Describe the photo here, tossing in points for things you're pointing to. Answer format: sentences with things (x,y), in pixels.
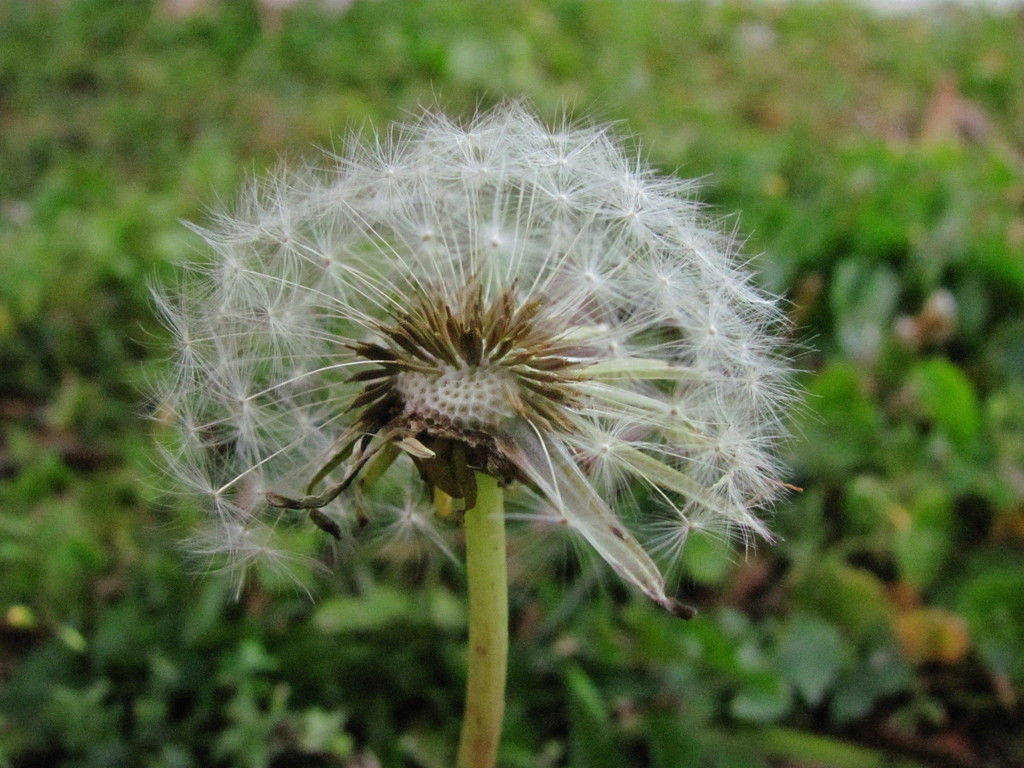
In this image there are plants (638,367), the background of the image (78,101) is blurred.
